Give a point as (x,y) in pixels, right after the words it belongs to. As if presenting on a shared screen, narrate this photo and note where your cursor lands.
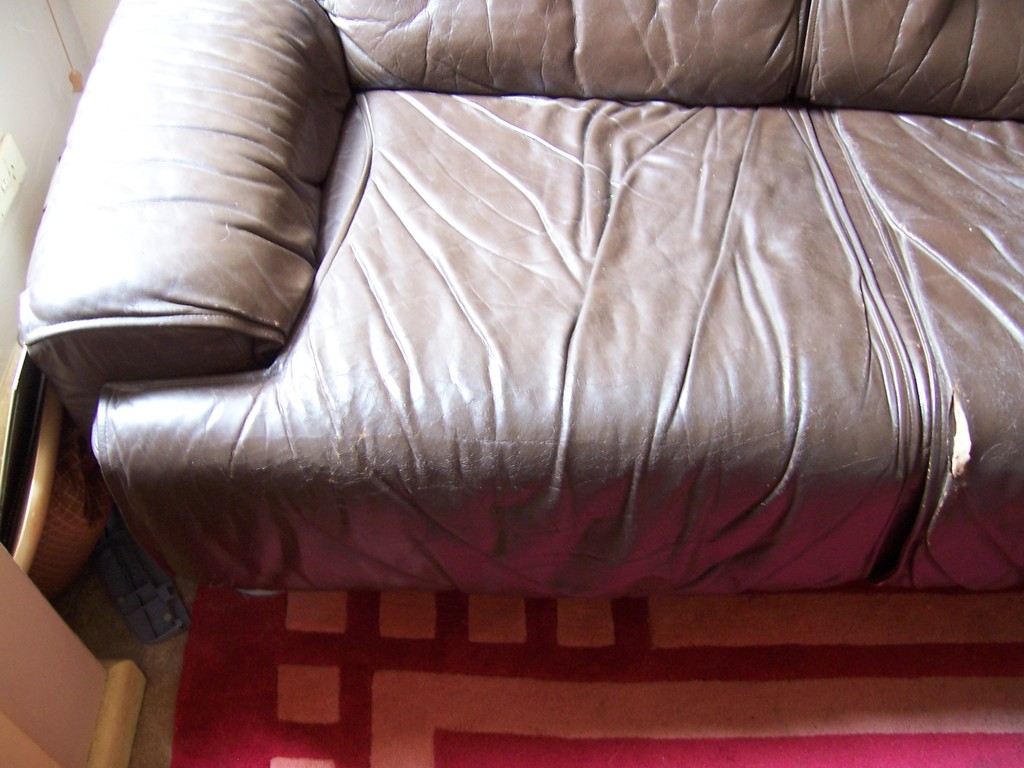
There is a sofa (623,426) and carpet (572,687) on the floor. On the left (54,544) there is a switch board (10,157), basket (62,531).
